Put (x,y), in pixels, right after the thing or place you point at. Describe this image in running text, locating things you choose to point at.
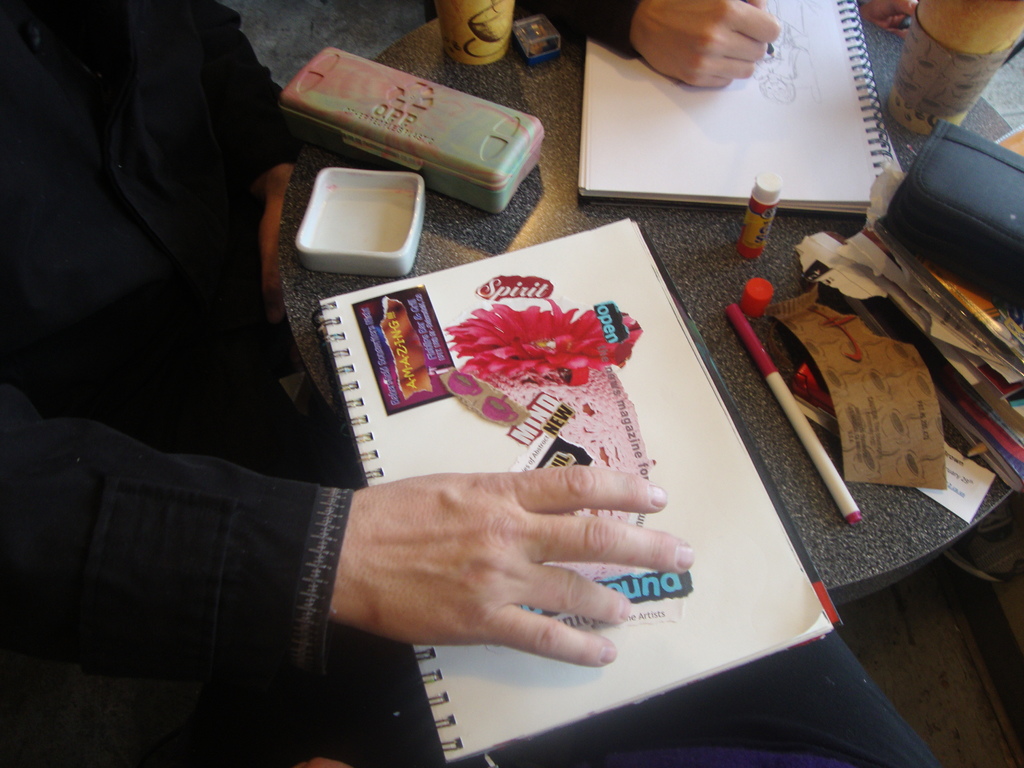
In the center of the image (443,257) there is a table (736,253). On the table (487,224) we can see books (622,378), boxes (531,43), glasses (965,47), pen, paper (855,376), fevikwik (774,211) are there. On the left side of the image (190,303) we can see a person (271,680). At the top of the image (759,34) a person hand (737,42) is there. In the background of the image (889,590) we can floor (848,626).
